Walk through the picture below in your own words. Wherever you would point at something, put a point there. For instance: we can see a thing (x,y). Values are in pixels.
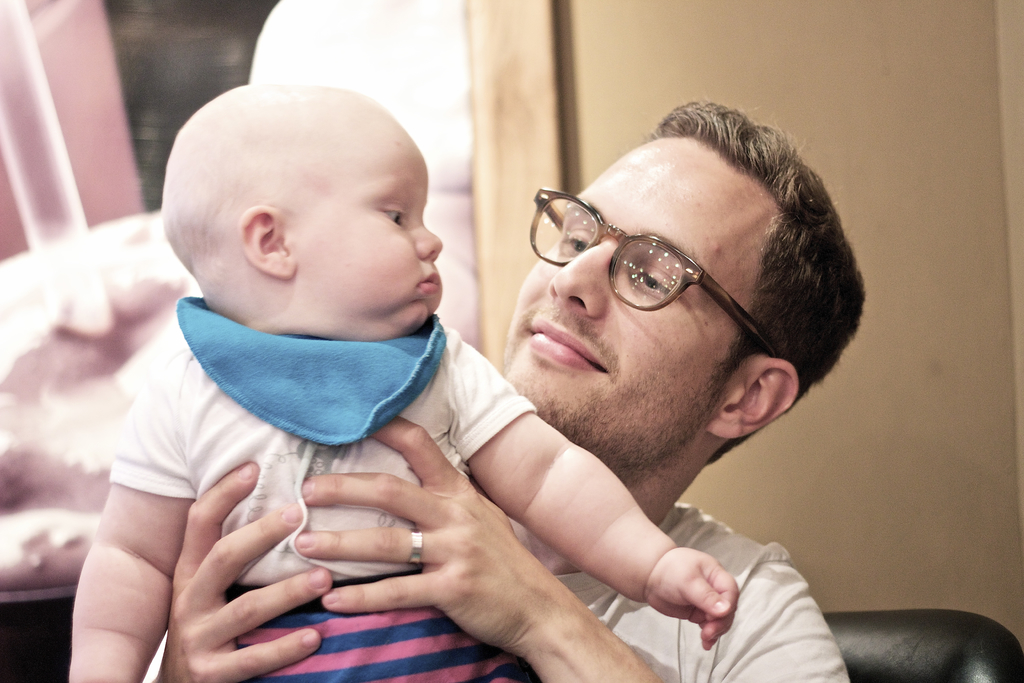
In this image in the front (450,507) there is a man (643,462) holding a kid (294,481) in his hand (479,548) and smiling. In the background (649,73) there is a wall (689,52) and there is an object (405,48) which is pink in colour.
